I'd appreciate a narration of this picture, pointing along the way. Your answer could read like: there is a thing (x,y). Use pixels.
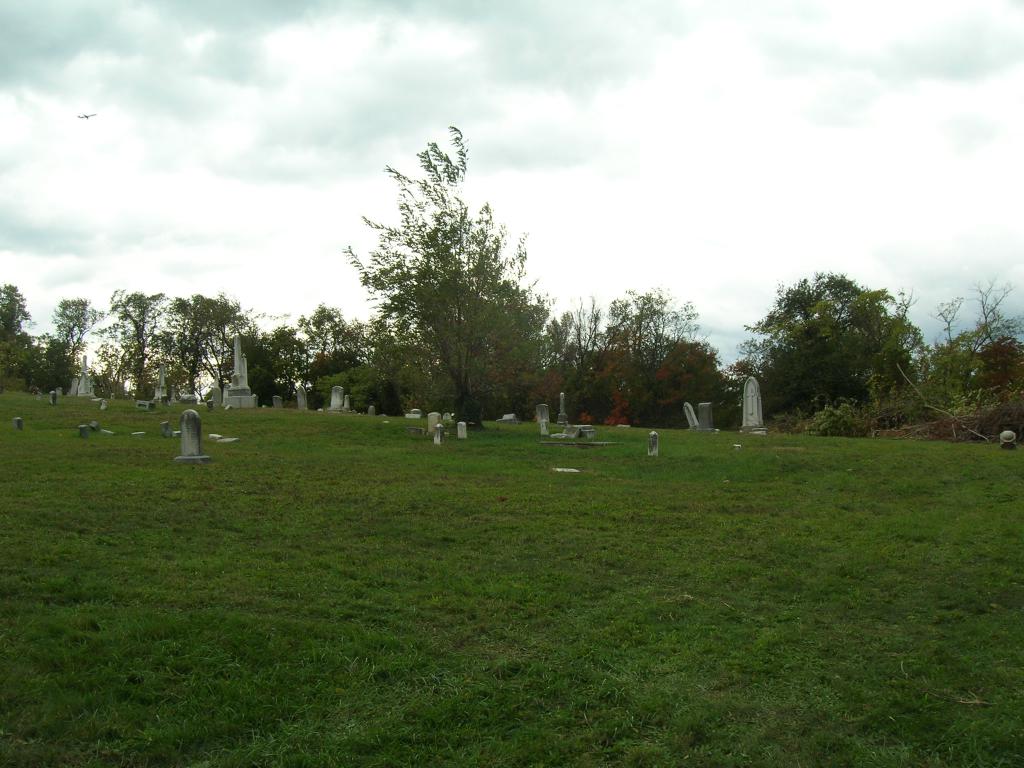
In this image we can see graveyard (486,431). At the bottom of the image (495,547) we can see grass (630,554). In the background (440,296) we can see trees (544,348), sky (380,125) and clouds (179,137).
